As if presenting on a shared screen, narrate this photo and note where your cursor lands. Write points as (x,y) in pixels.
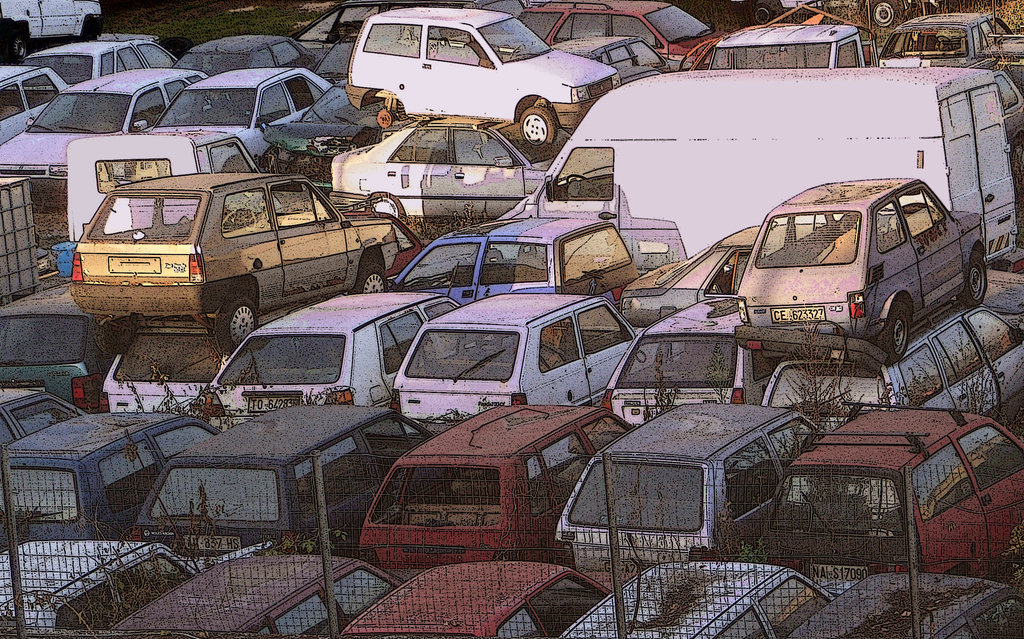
In this image we can see vehicles (416,327), plants (809,370) and mesh (61,537).
